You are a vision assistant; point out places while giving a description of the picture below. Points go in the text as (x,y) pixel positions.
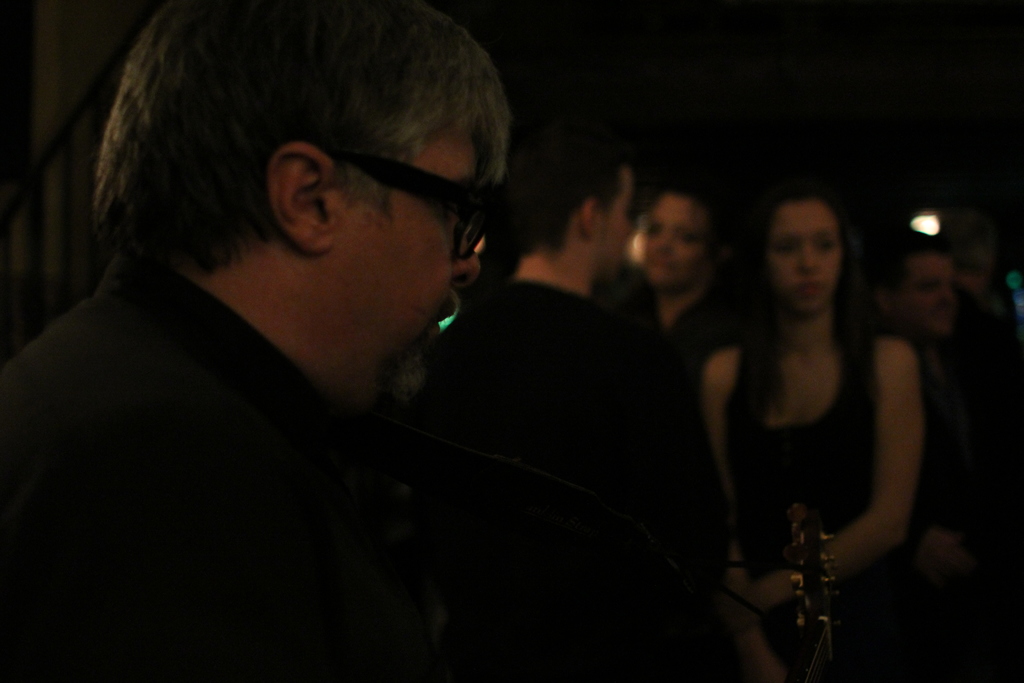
In this image I see few people (588,299) and I see the light (932,225) and I see it is a bit dark in the background (87,52) and I see a thing (824,643) over here.
